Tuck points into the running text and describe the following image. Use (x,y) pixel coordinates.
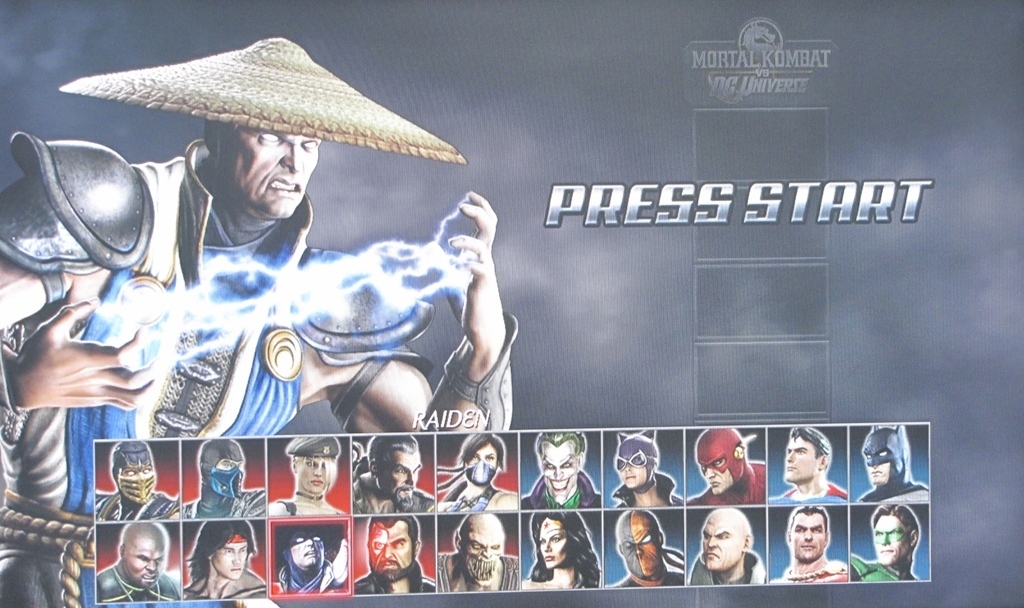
In the foreground of this poster, there is an image (249,235) of a man (239,224) with thunder (287,300) in between his hands (466,275). At the bottom (640,566), there are few images (753,496) of people (733,493) and we can also see some text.
